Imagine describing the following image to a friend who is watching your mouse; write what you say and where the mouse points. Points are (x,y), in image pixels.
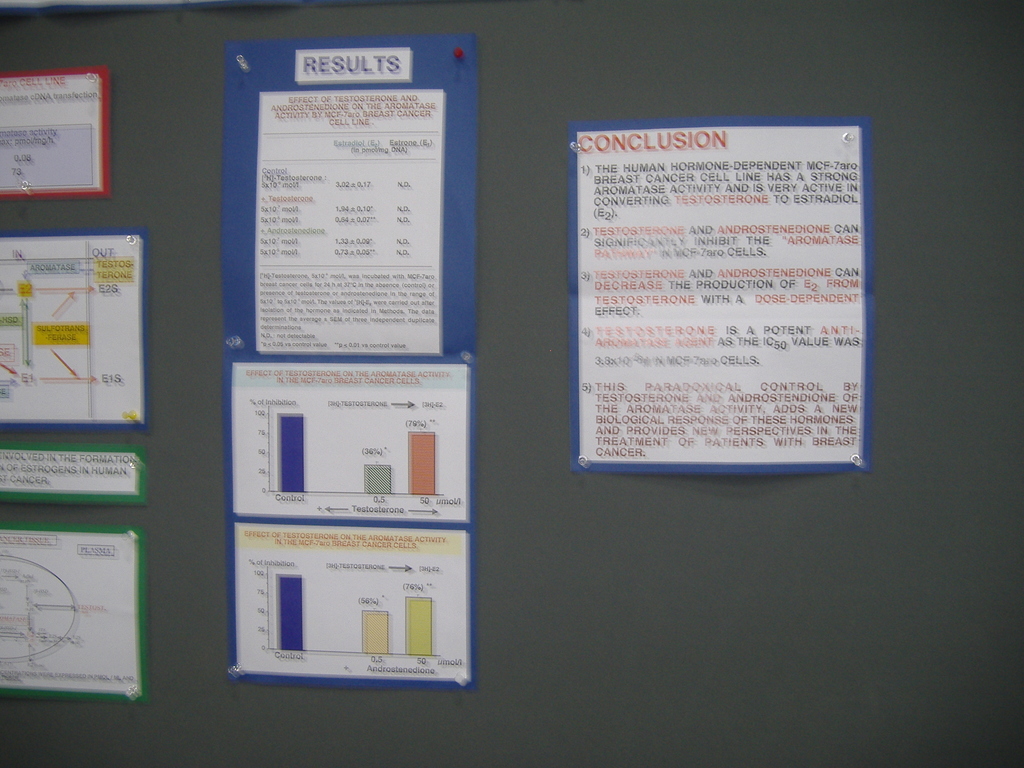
The image is of a notice board (509,171). There are few notes (462,154) on the board (187,480).
